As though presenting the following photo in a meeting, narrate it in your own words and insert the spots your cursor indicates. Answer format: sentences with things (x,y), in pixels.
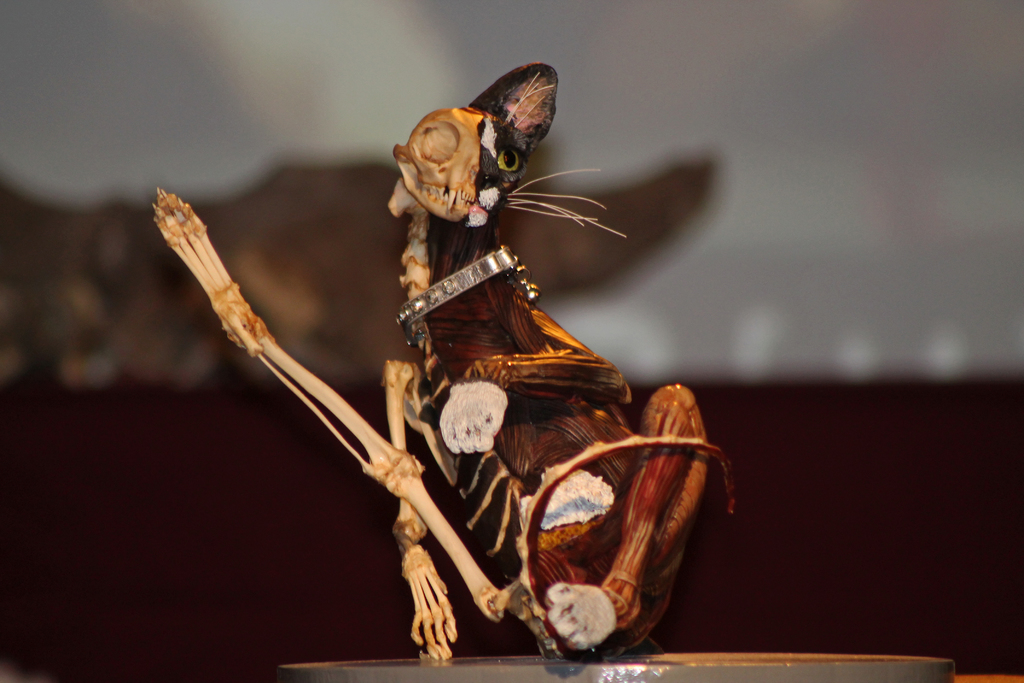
In this image, we can see a model of a cat (514,527). On the left side of a model (420,338), we can see skeleton part (440,579). On the right side of a model (532,364), we can see real body (518,317). At the bottom (481,682), we can see surface (798,668). Background (864,630) there is a blur view.
